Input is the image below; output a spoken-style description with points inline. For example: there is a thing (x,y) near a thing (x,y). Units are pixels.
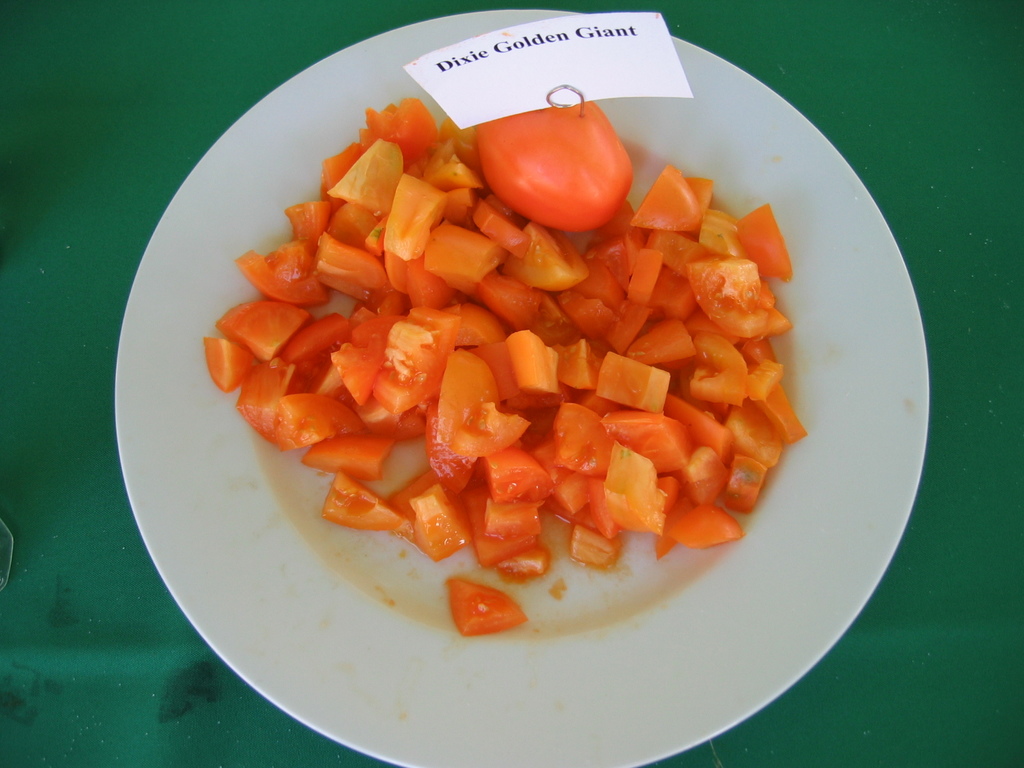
In this picture we can see a plate (282,618) with tomato pieces (345,260) and a paper (628,59) on it and this plate (301,588) is placed on a green color cloth (107,181).
